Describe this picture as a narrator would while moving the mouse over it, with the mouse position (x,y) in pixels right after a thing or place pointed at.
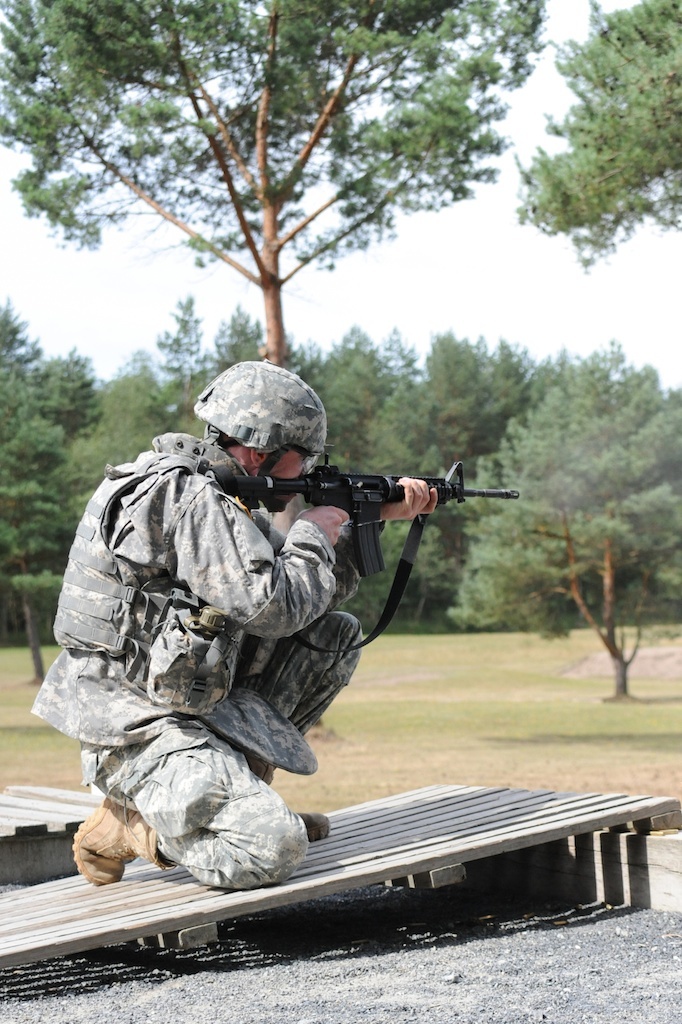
In this image we can see a man (219,865) is sitting on his knee (229,867). He is wearing army uniform (202,522) and holding black gun (348,492) in his hand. Bottom of the image (569,825) wooden surface (415,853) is there. Background of the image (610,407) trees (627,425) are present and white color sky (484,279) is there.
